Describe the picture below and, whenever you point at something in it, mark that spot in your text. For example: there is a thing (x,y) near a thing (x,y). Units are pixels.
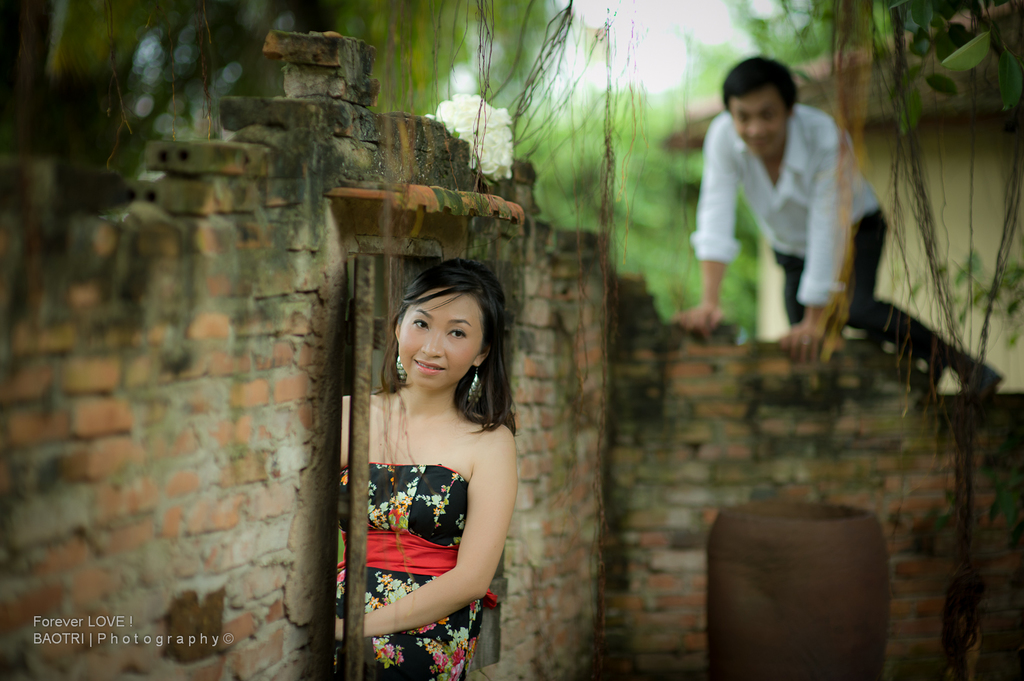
In this picture there is a woman (420,580) sitting and there is a man (854,268) and there are houses (903,295) and trees (684,228). At the top (578,65) there is sky (584,37). At the bottom (827,631) there is an object (821,613). At the bottom left (42,639) there is text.
